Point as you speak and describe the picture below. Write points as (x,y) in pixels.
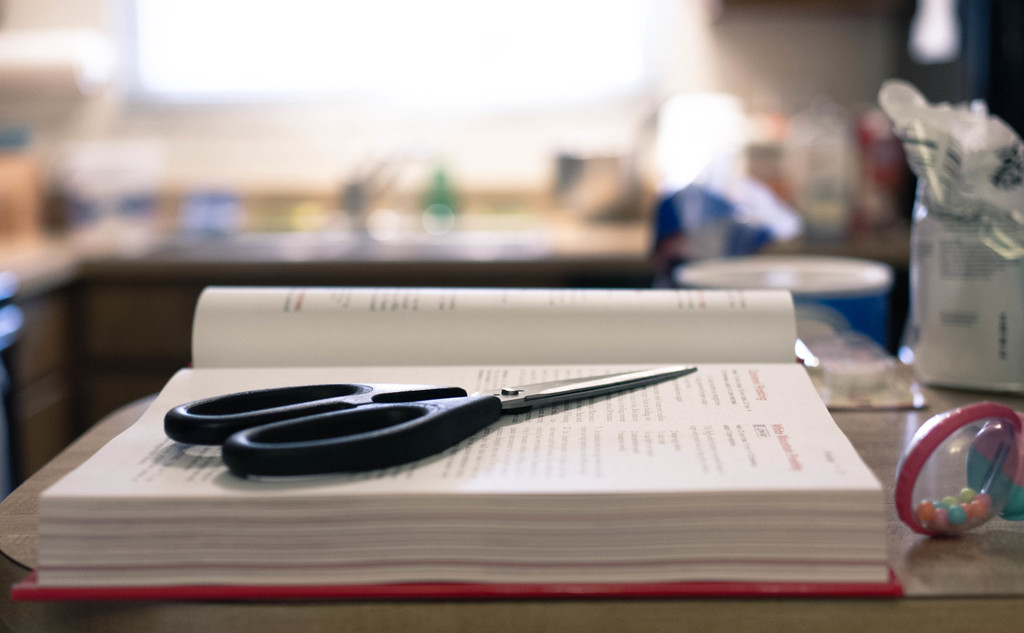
In this image there is a book (286,524) on which there is a scissor (421,416) which is kept on the table (577,615). Beside the book (801,523) there is a toy (968,490).
